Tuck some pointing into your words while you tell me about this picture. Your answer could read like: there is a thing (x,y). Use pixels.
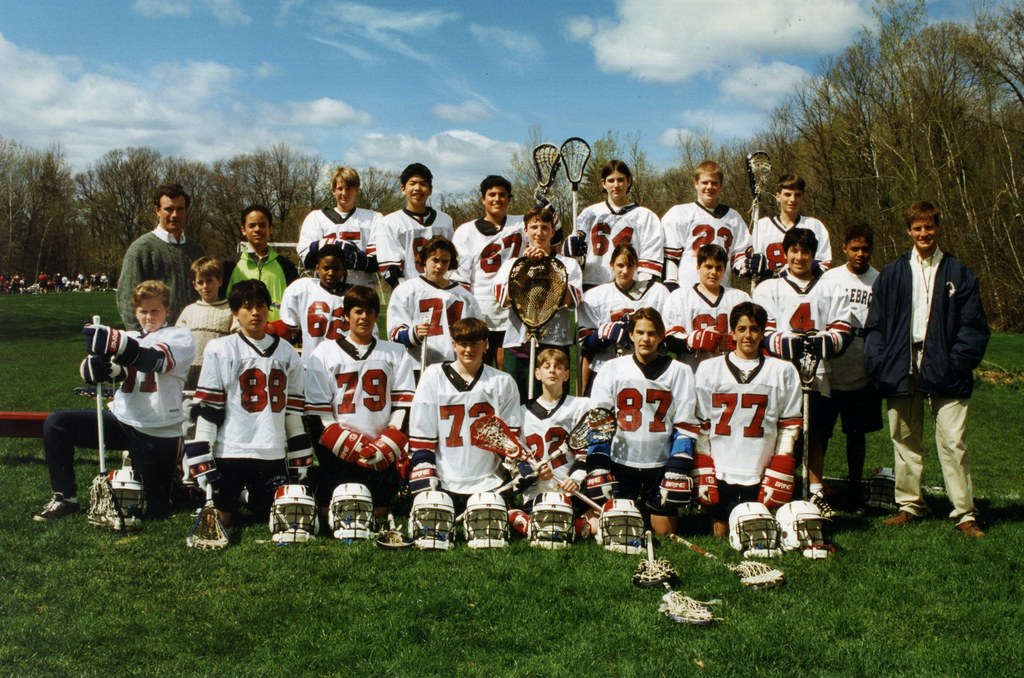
This picture describes about group of people (372,364), few people (422,440) holding lacrosse sticks (557,275) and few people (650,299) standing on the grass (910,552), in front of them we can see helmets (753,534), in the background (180,149) we can find few trees (806,117) and clouds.
